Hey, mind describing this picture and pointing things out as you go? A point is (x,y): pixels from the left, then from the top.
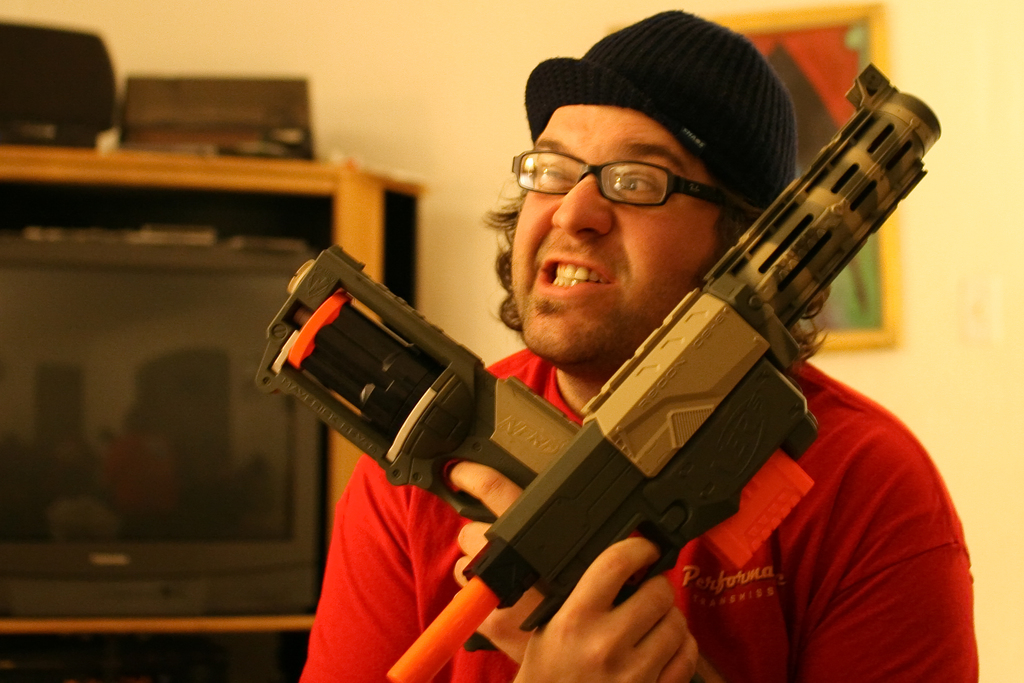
Here we can see a man (757,650) holding two toy guns (563,480) in his hands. In the background (334,481) we can see a TV (137,498) in the rack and there are some items (76,90) on the rack (368,185) and there is a frame (820,134) on the wall (369,58).
